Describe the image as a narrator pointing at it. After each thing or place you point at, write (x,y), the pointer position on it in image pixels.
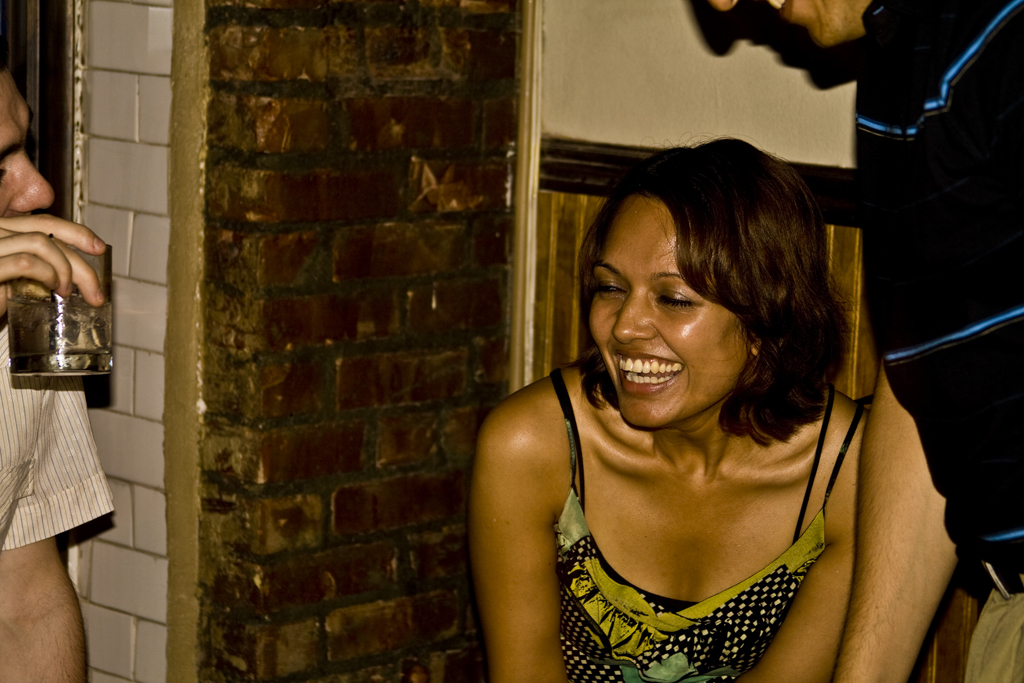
In this picture we can see three people (49,254) where a man (11,107) holding a glass (104,284) with his hand (85,288) and two people (814,14) are smiling and in the background (527,169) we can see the wall (432,220).
